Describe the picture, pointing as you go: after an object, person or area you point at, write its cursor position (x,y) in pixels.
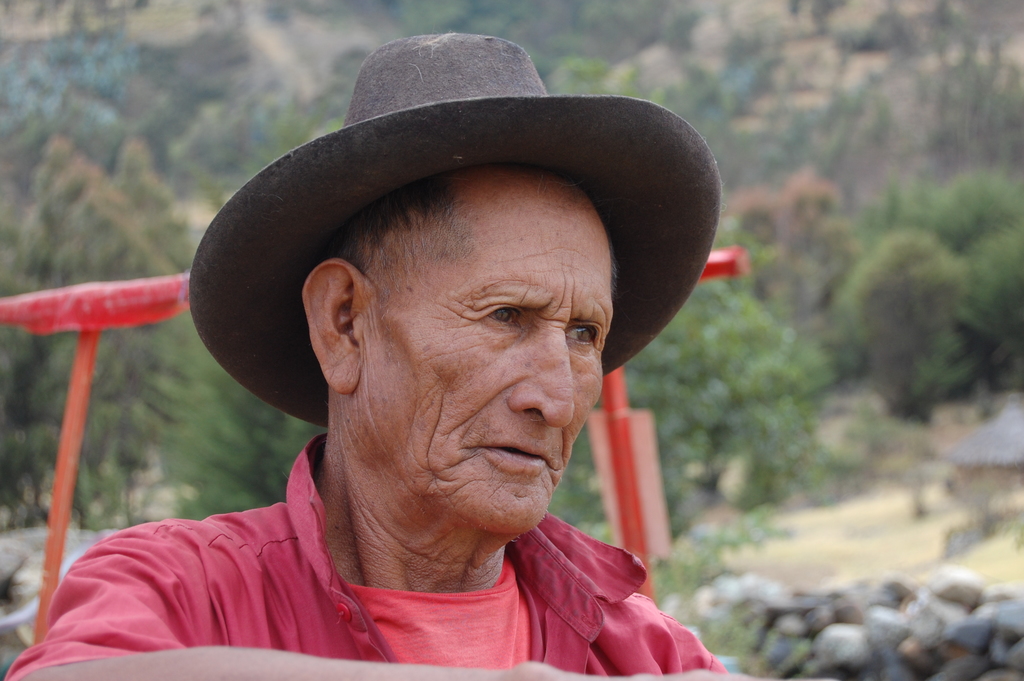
In this picture I can see a man (49,663) is wearing a cap (393,148) and I can see trees (77,153) and few rocks (778,632) and looks like a hut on the right side of the picture (1009,440).
